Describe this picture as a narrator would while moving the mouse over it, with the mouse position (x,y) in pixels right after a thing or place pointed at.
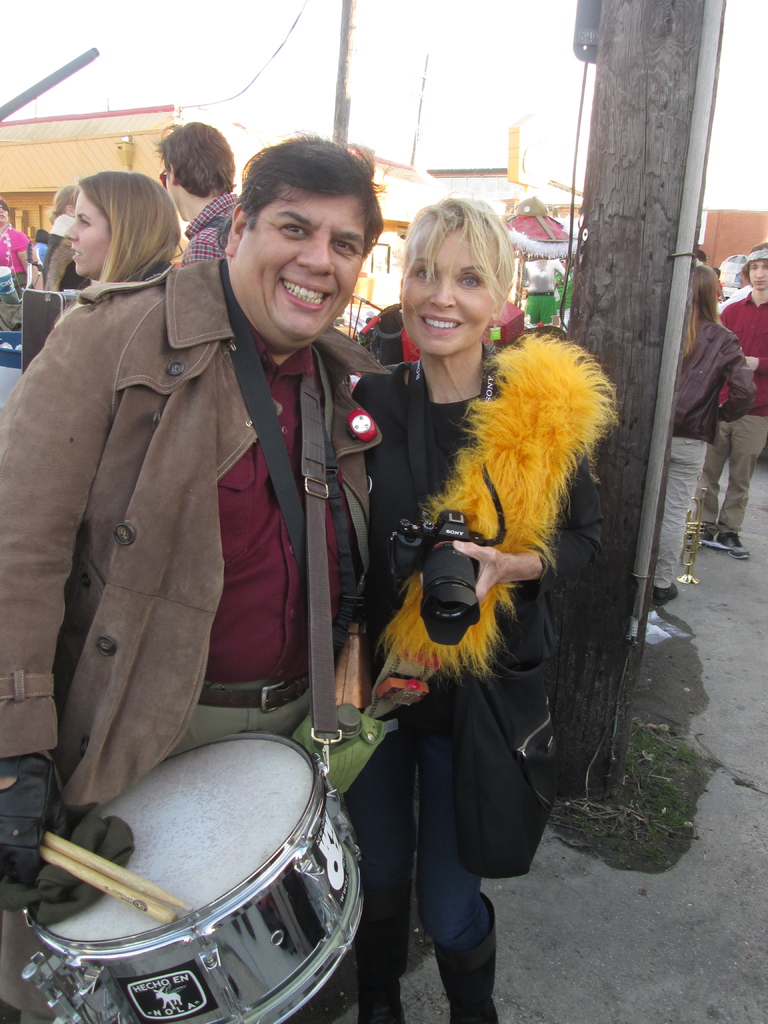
In front of the image there are two people (475,298) holding the camera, wooden sticks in their hands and they are having a smile on their faces (320,288). Behind them there are a few other people (533,310) standing. There are wooden poles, buildings (57,183). At the top of the image (317,114) there is sky (323,45).
